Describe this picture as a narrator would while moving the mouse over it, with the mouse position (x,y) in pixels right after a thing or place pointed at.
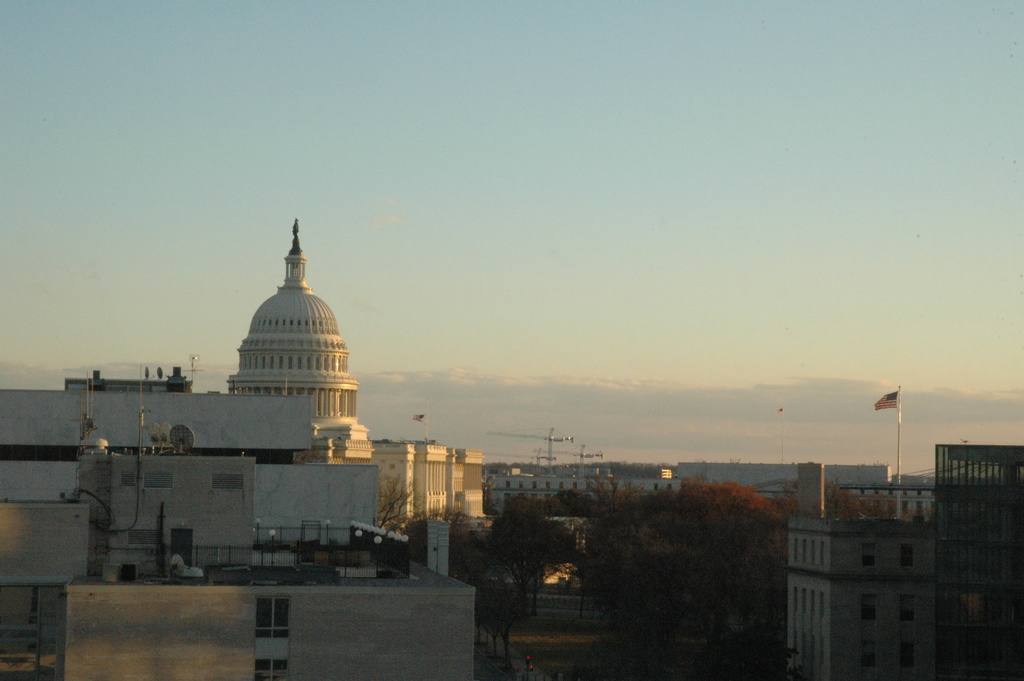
In this image there are buildings (764,478), trees (590,602), flags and sky (649,116). At the bottom of the image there is a road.
